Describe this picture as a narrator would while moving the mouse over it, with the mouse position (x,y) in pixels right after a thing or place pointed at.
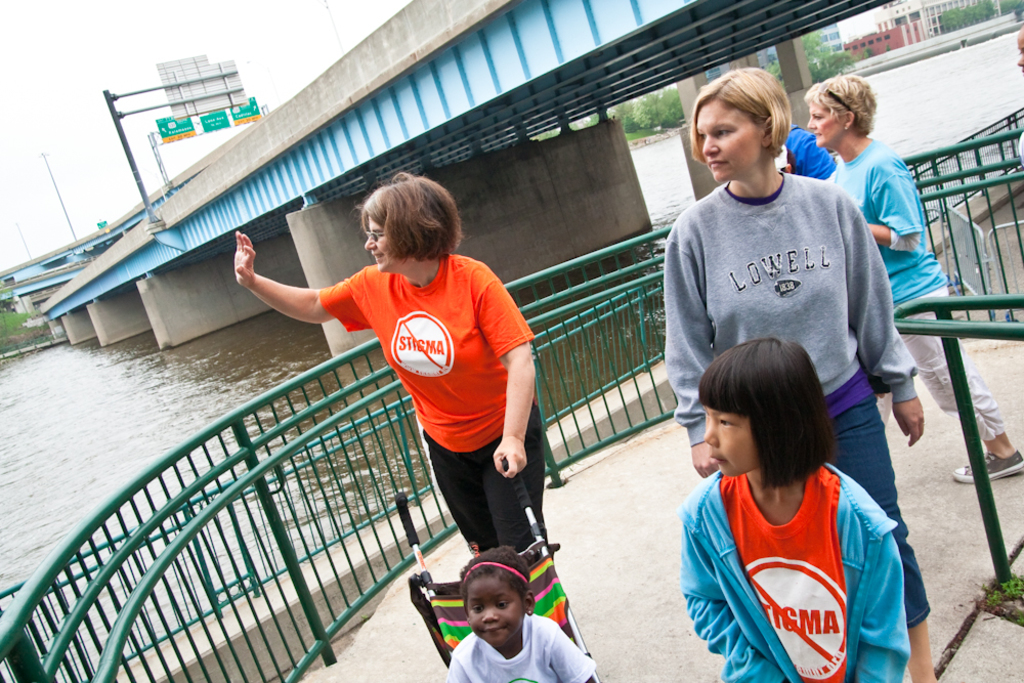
In this image I can see few persons (713,549) standing on the ground (658,470), the green colored railing (273,556), the water (25,418), a bridge (262,127), few poles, few boards (212,126), few trees (987,16) and few buildings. I can see the sky (74,92) in the background (80,59).
